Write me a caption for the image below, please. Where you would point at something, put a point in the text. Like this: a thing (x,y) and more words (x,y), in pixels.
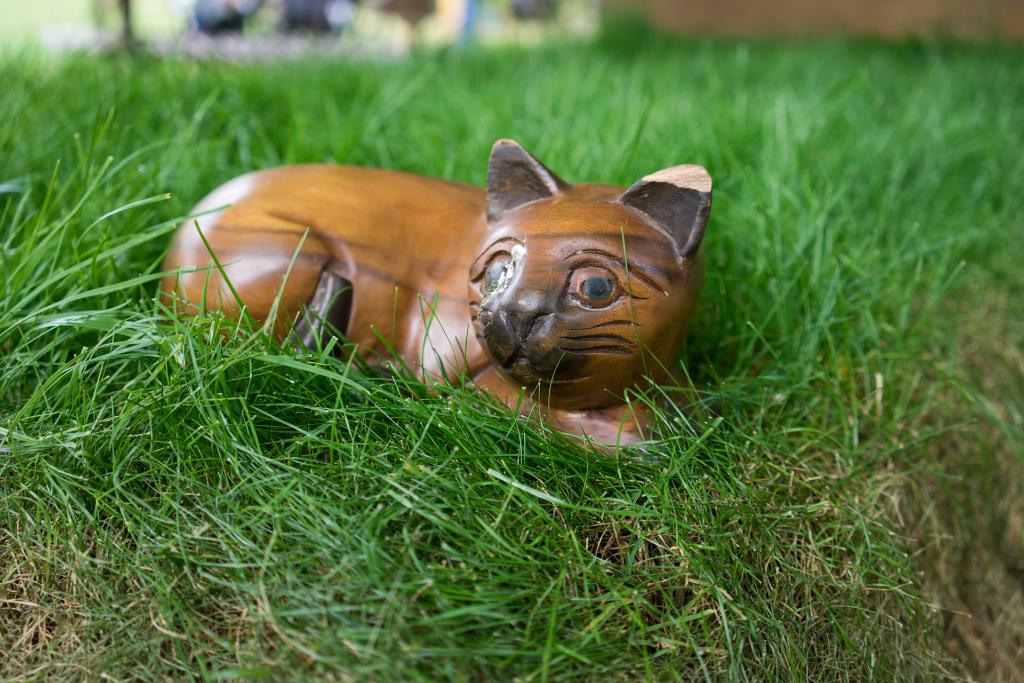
In this image there is a toy cat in the grass (273,442).
